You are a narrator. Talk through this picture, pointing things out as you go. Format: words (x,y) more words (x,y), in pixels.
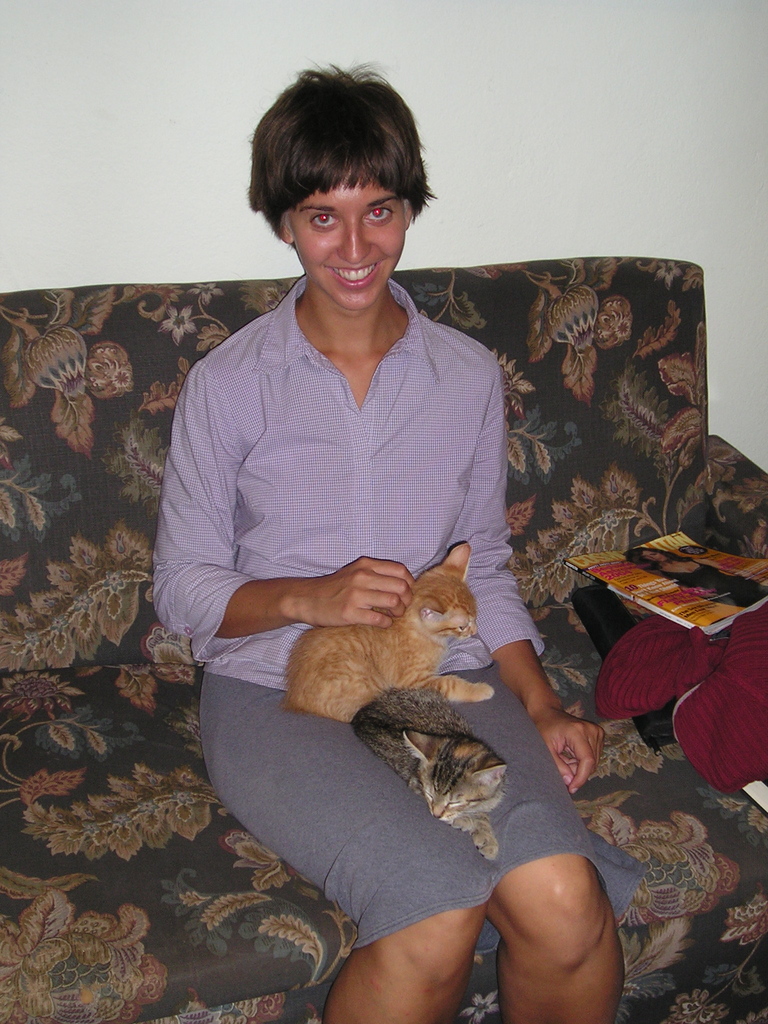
In the picture we can see a woman (498,514) sitting on a sofa (124,360) and holding two cats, in background (485,139) we can find a white wall (182,136), on the sofa (533,362) we can find a book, a cloth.
